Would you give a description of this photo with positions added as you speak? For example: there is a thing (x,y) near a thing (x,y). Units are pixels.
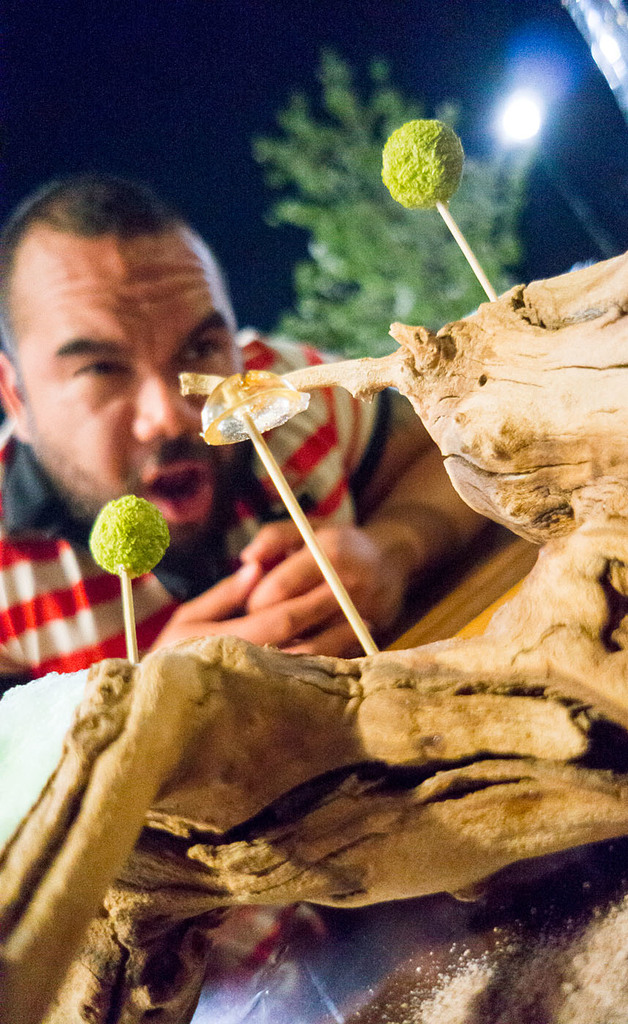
In this image there is one wooden object (469,709) is kept at bottom of this image (399,705) and there are treats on sticks (289,506) are fixed to this wooden object (251,701) and there is one person (251,472) at left side of this image (163,432) and there is a tree (365,255) in the background (366,304) and there is a sky (212,88) at top of this image (212,61).
